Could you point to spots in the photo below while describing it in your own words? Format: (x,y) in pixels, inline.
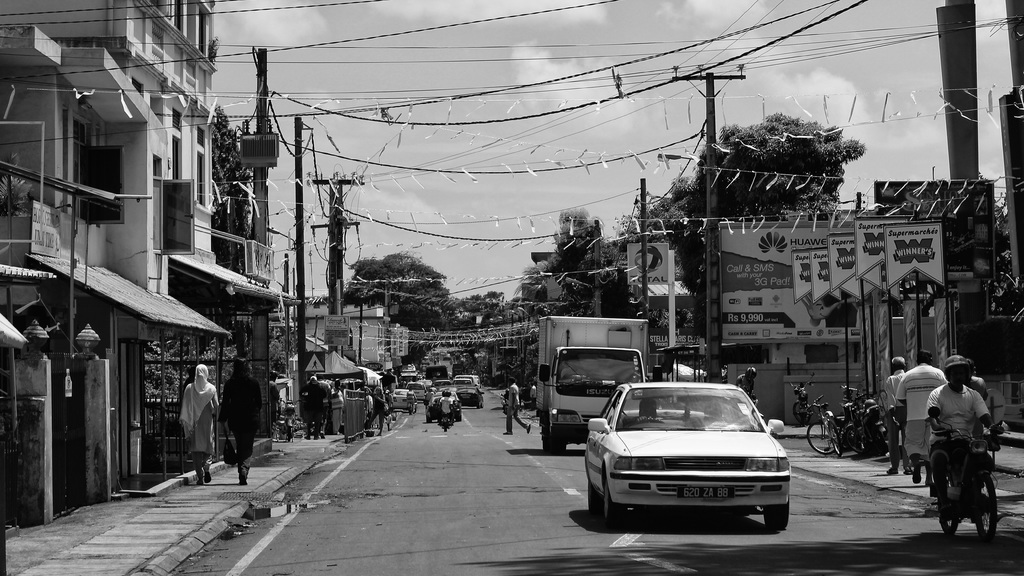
This picture shows a road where we see few buildings (367,336) on the sides and we see few trees (825,164) and a cloudy sky (750,95) and we see people (894,361) walking on the side walk (907,477) and people (447,407) riding motorcycles (946,496) and some moving vehicles (592,406) on the road (567,529) and we see electrical poles (711,356) on the side.
